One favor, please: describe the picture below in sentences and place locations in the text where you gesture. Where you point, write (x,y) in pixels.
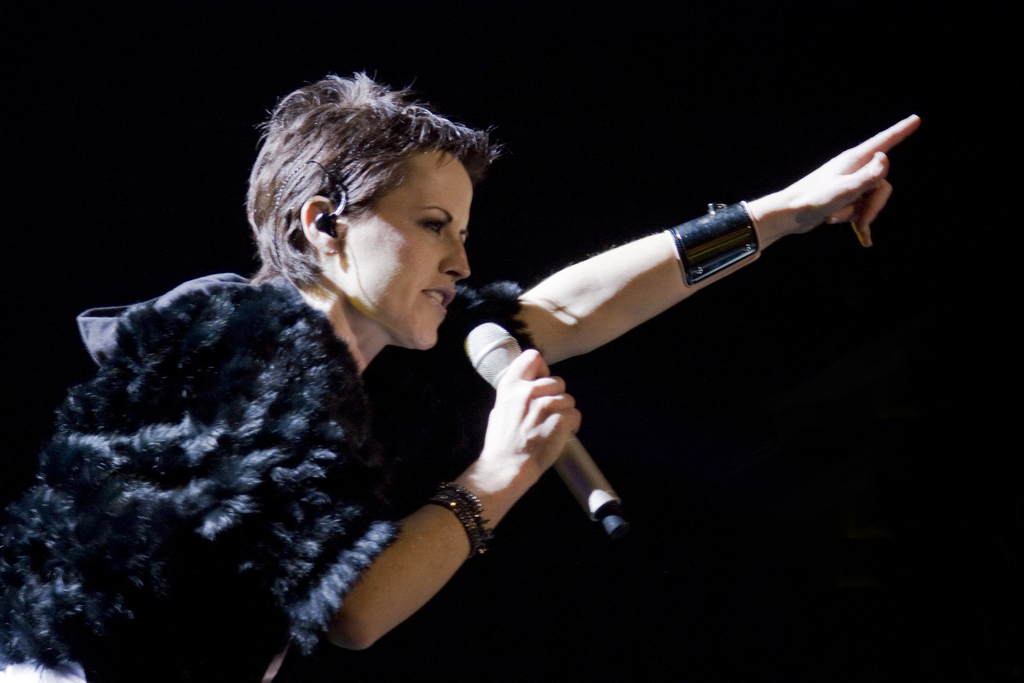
In this picture there is a girl (375,265) on the left side of the image (159,385), by holding a mic (581,459) in her hand (541,407).
